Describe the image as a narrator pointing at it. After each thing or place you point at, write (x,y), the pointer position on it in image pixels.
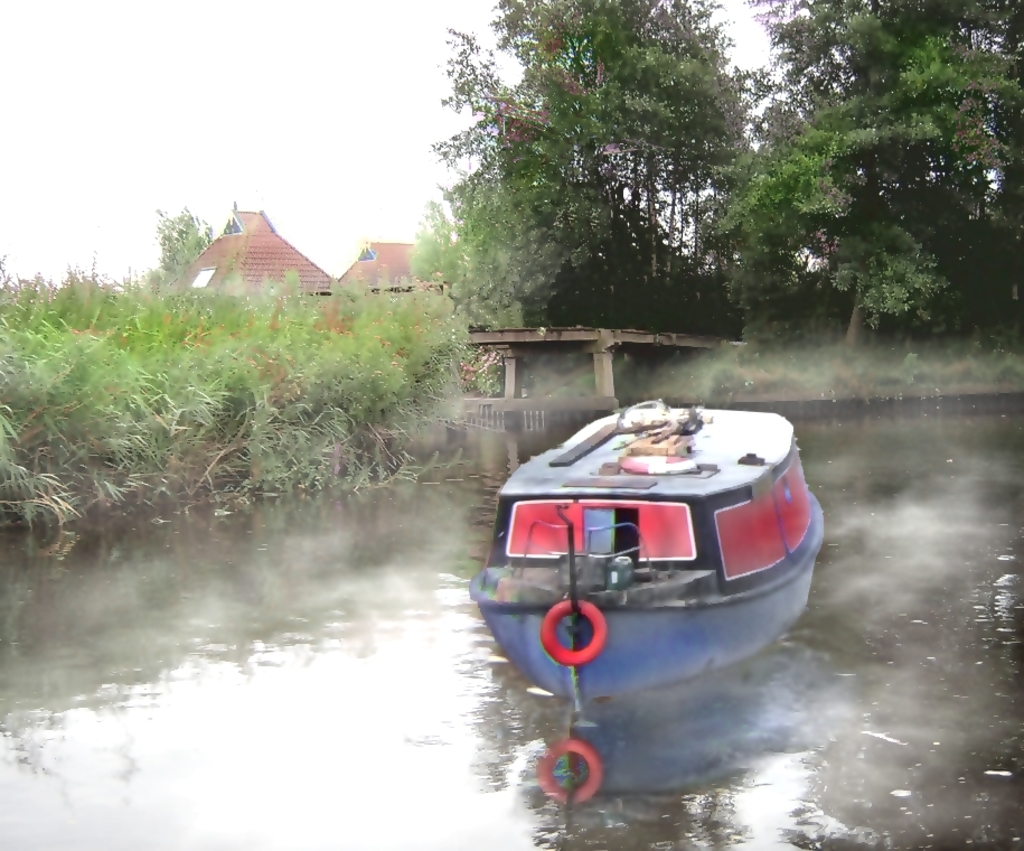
In this image I can see a boat (720,588) on the water (587,725). I can see few plants (61,350). I can see few trees (754,177). In the background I can see a building (217,287). At the top (269,89) I can see the sky (360,87).
